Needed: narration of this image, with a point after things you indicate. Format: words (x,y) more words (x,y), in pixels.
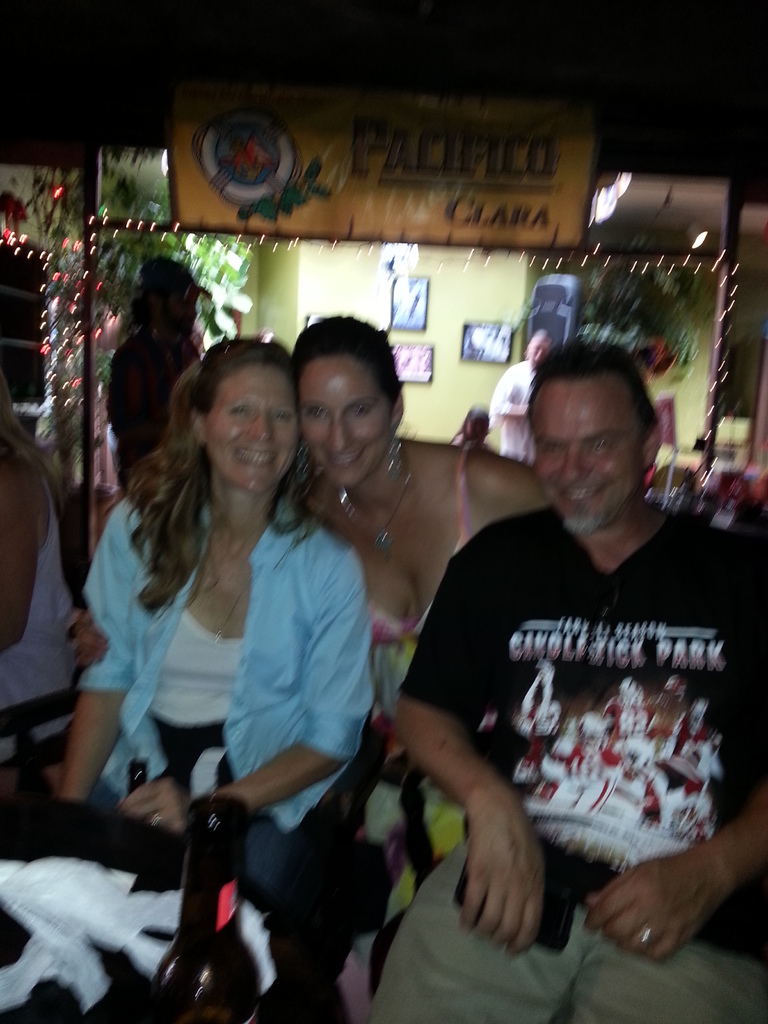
In this image in the front there are objects (153,925) which are black and white in colour. In the center (301,492) there are persons (358,559) sitting and smiling. In the background (485,439) there are persons (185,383) standing and there are plants (113,280), lights (77,295) and there are frames (398,313) on the wall (438,313) and there is a board (436,174) with some text (467,212) written on it.
